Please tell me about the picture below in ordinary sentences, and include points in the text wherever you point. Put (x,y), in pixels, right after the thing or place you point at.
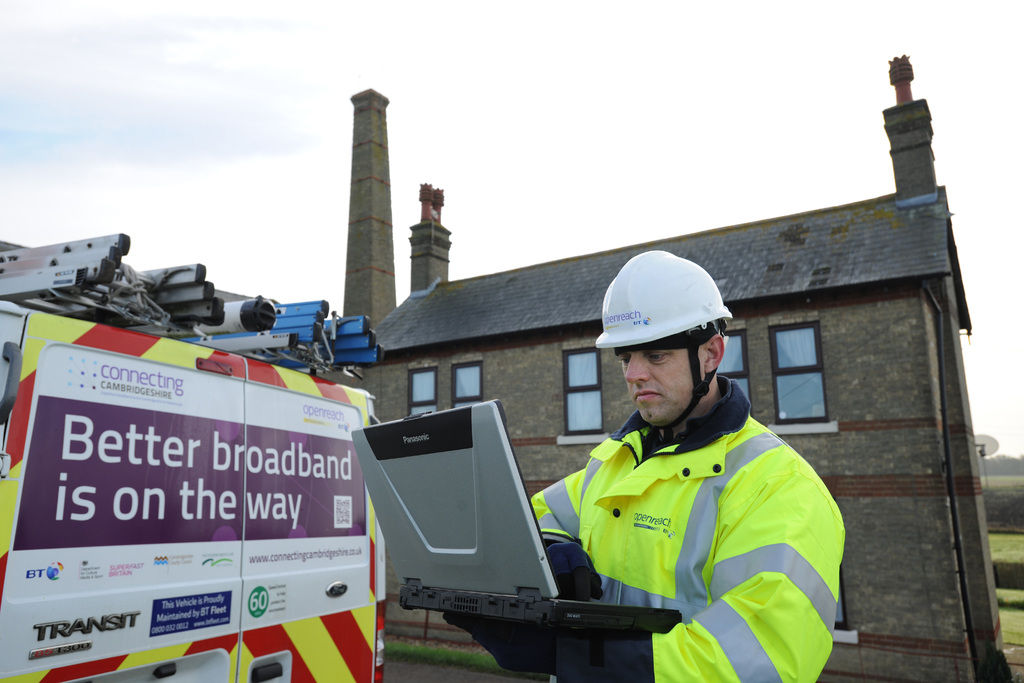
In this picture I can see there is a man (688,498) standing here and operating a laptop (414,479). In the backdrop (46,5) there are buildings (577,286) and plants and the sky (194,46) is cloudy.
